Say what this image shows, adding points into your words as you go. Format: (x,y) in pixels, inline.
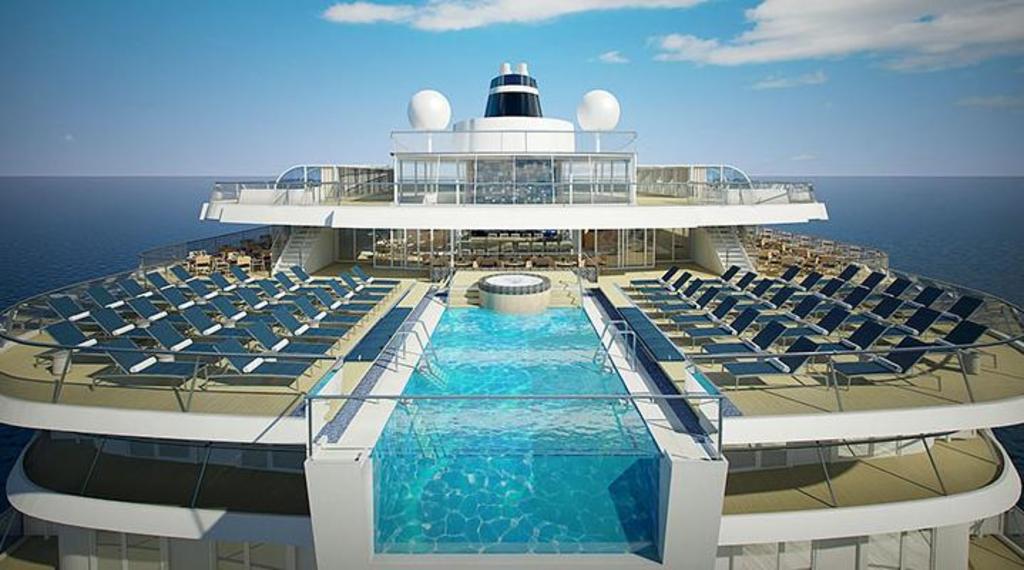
In this image, we can see a ship (458,300). On the ship (791,327), on the right side (911,341) and left side (323,318), we can see some chairs (265,316). In the middle of the ship (513,526), we can also see a water (446,473). In the background (953,230), we can see water (1004,234) in an ocean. At the top (660,125), we can see a sky (909,12) which is a bit cloudy.
